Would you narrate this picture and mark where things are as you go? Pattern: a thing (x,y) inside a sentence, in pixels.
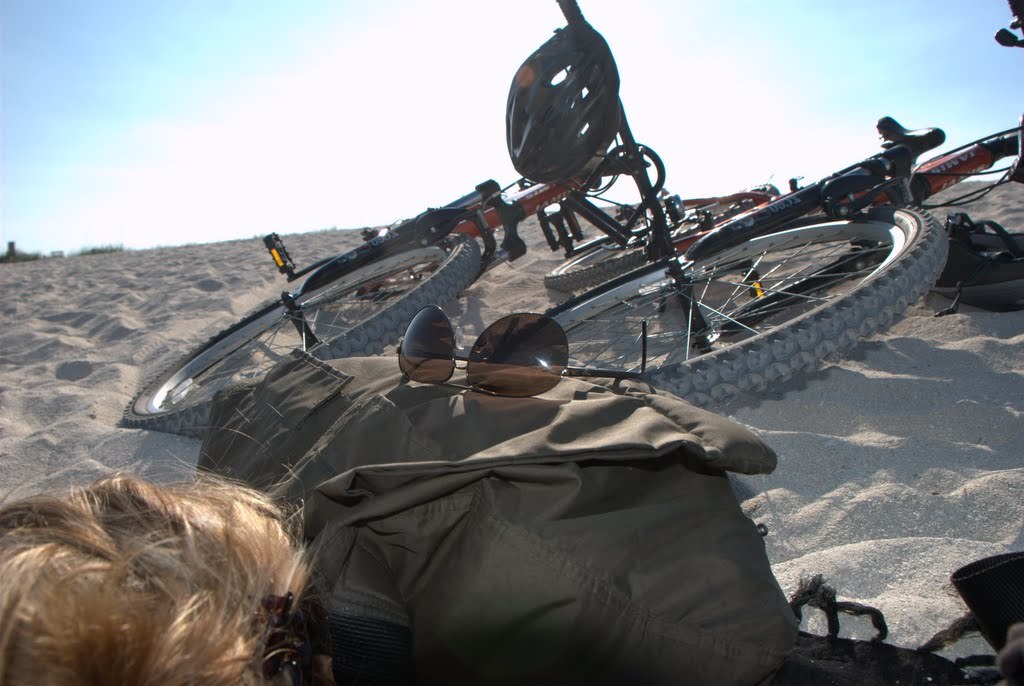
In this picture we can see a person (236,573), in front of the person (239,588) we can find baggage (576,444), spectacles (428,368), bicycles (641,235) and a helmet (572,133).
